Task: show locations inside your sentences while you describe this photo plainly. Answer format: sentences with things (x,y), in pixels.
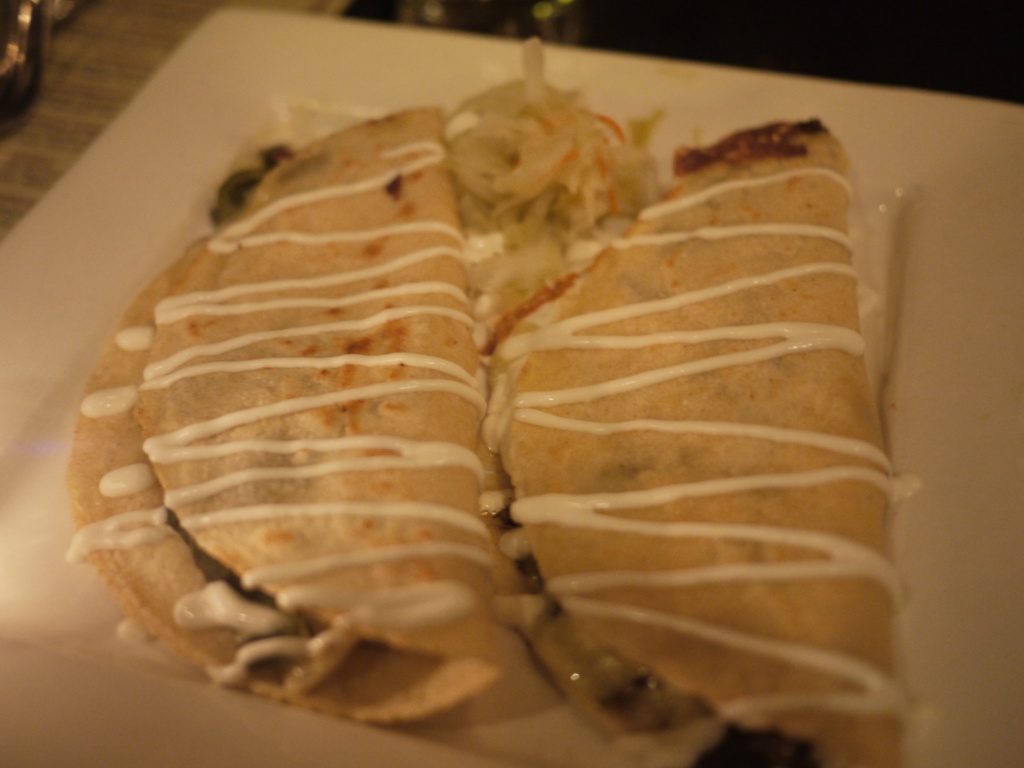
In this image we can see some food items (488,239) on the plate (207,33), and the background (787,15) is blurred.
